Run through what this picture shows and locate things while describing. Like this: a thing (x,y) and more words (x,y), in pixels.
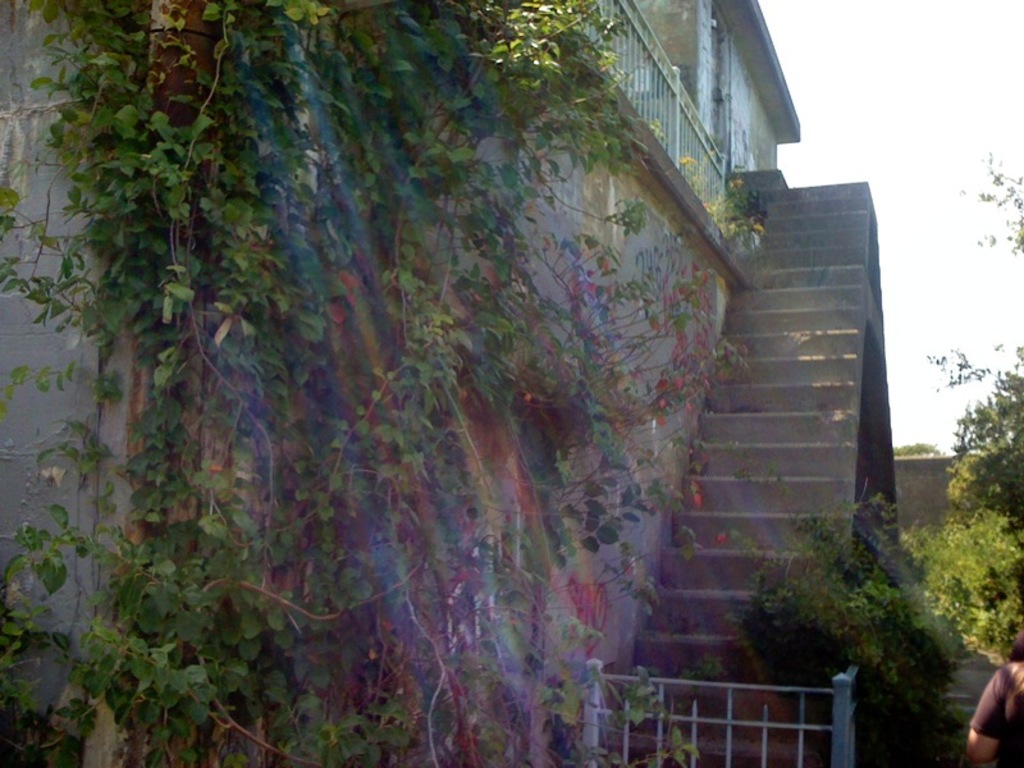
In this image, we can see the plants (543,133), walls (647,207), stairs (768,266), railings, building (645,220), gate (603,721) and person (1021,743). In the top right corner of the image (926,114), we can see the sky (938,273).
